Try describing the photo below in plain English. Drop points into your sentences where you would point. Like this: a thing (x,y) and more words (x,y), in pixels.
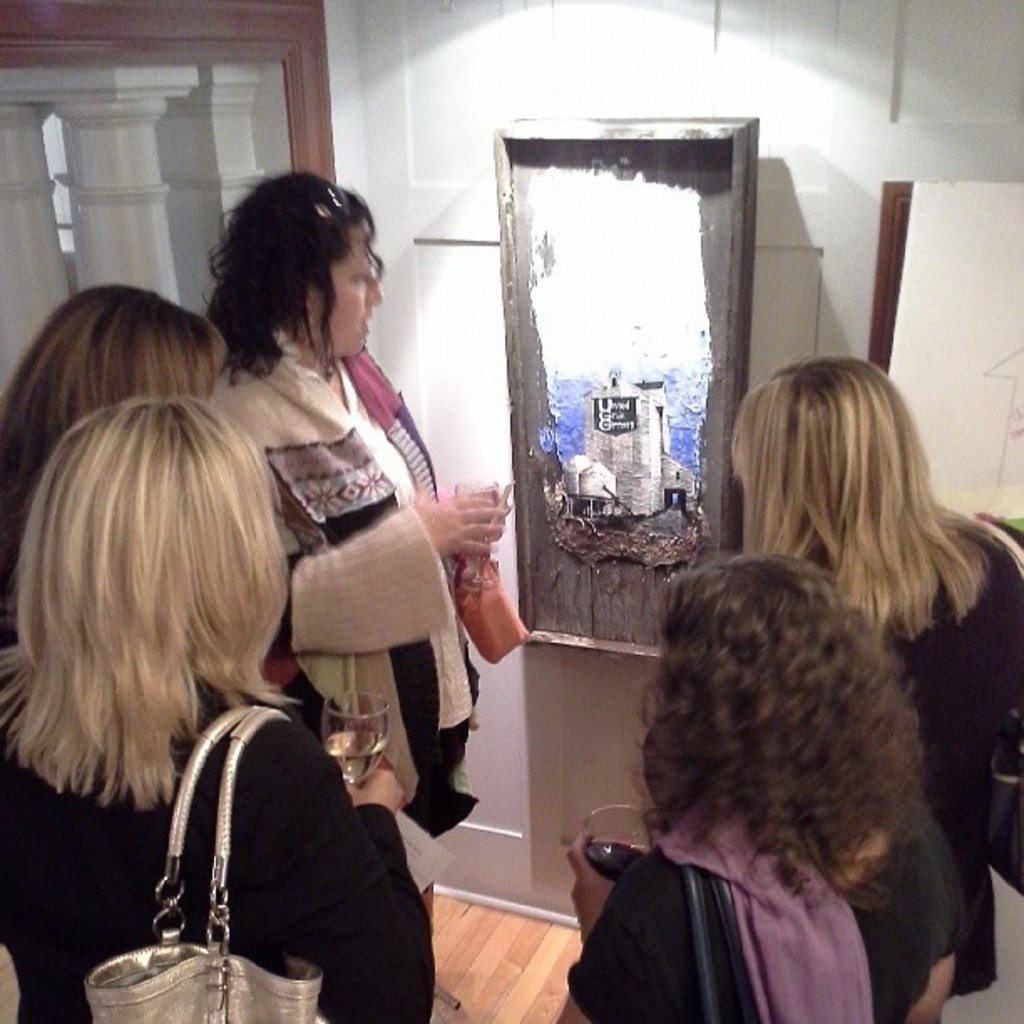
In this image we can see a few people (352,595) standing and holding some glasses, there is a wall (714,21) with some objects (587,543) on it.
